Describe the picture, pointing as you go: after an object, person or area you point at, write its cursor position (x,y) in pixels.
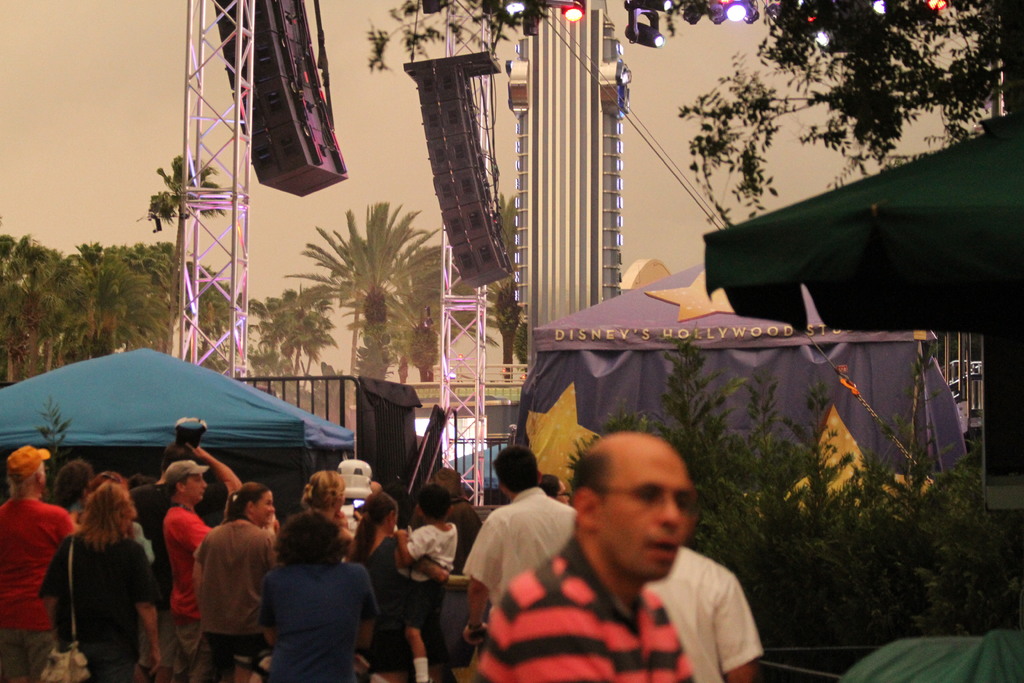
This picture consists of group of people (614,540), tents (127,358), trees (912,13), towers (605,16), and the sky (623,13) visible, at the top (579,16) there are few colorful lights (778,10).
